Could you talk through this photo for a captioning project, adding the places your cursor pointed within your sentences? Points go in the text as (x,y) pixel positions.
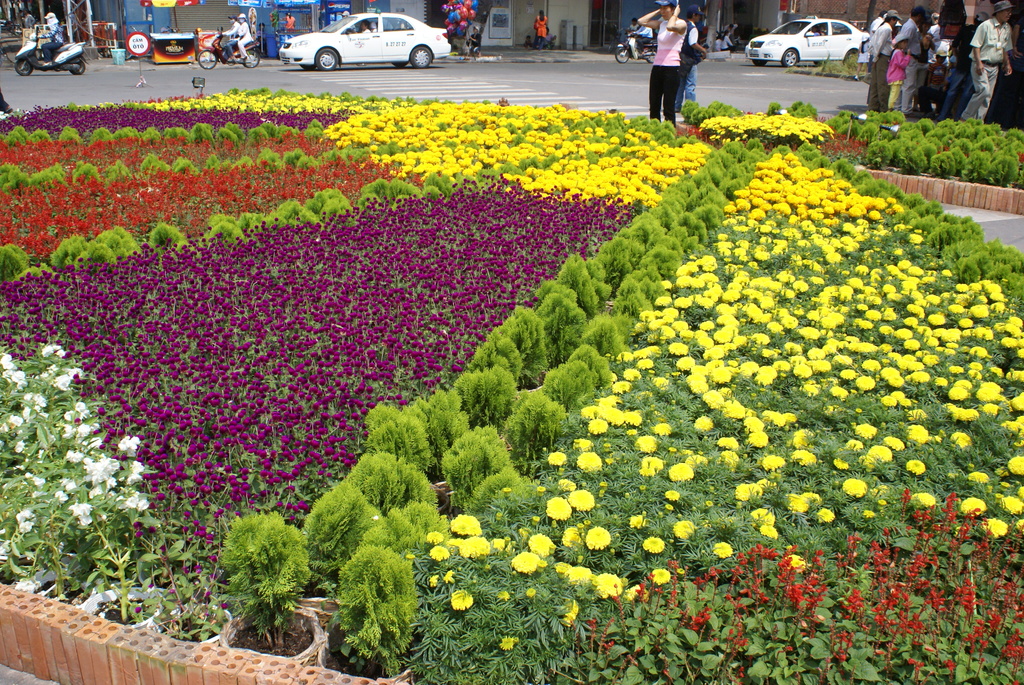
In this picture, we can see the ground (539,365) with grass (563,473), plants (775,517), flowers (866,327), and we can see some objects (48,634) on the bottom left side of the picture (171,634), we can see lights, a few vehicles (814,36), stores (59,6), posters (163,57), poles (138,62), balloons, and a few people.
